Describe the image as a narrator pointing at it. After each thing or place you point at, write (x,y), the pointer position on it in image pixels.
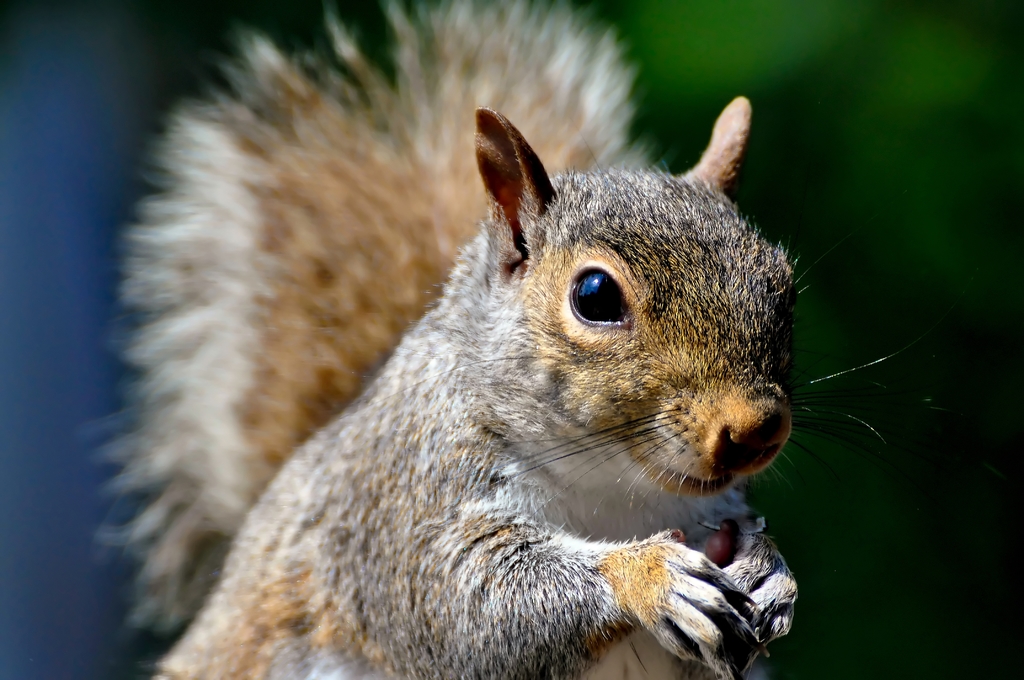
In this picture we can see a squirrel (636,537) holding something, there is a blurry background (907,201).
